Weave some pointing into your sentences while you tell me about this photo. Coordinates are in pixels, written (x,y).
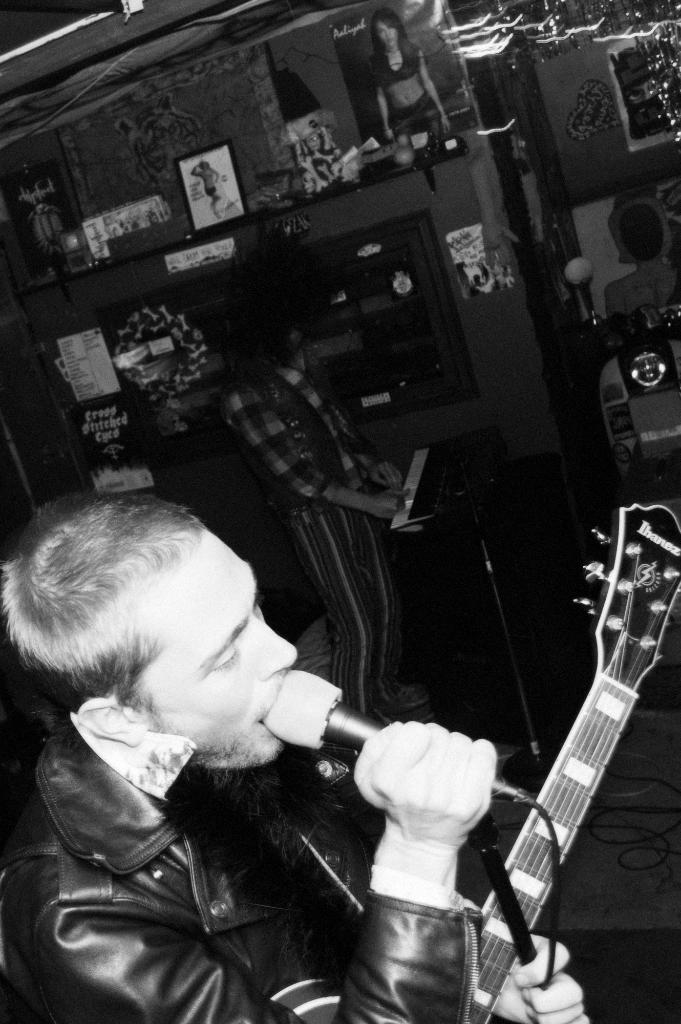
a person (220,898) is standing holding a microphone (370,718) in his hand (484,792) and a guitar (568,775) in other hand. behind him there is a person (328,532) standing playing keyboard (435,465). at the back (218,178) there are posters (426,125), photo frames (225,183) on the wall (256,235).
